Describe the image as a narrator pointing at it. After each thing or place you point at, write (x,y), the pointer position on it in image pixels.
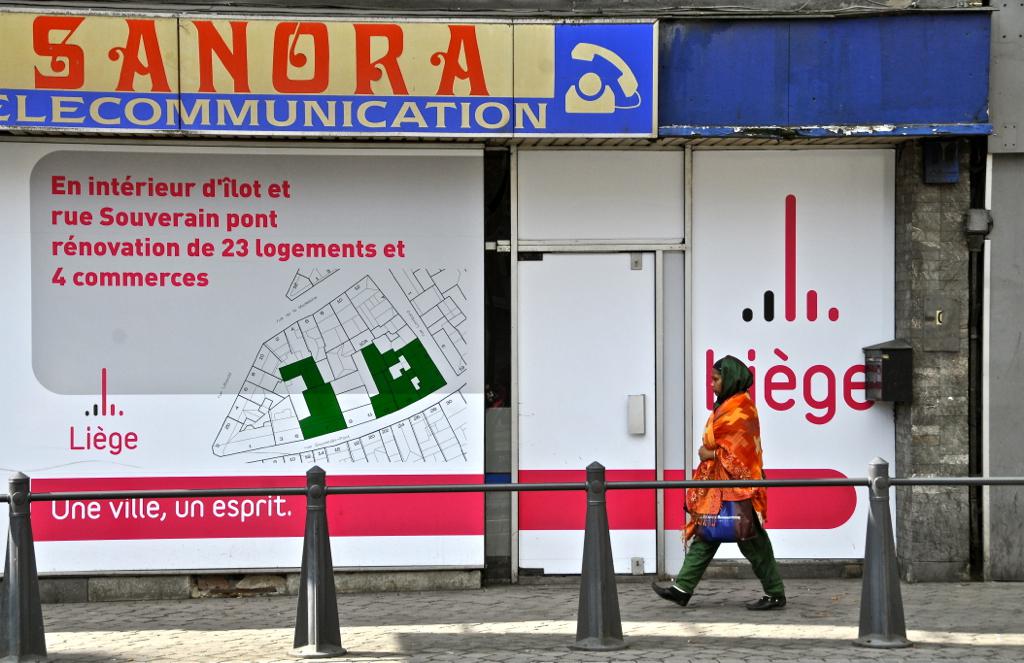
In this image I can see a woman (719,490) is walking on the ground (746,586) and holding a bag (722,532). Here I can see some objects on the ground (727,611). In the background (379,271) I can see boards (459,93) on the wall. I can also see something written on boards (802,434).
